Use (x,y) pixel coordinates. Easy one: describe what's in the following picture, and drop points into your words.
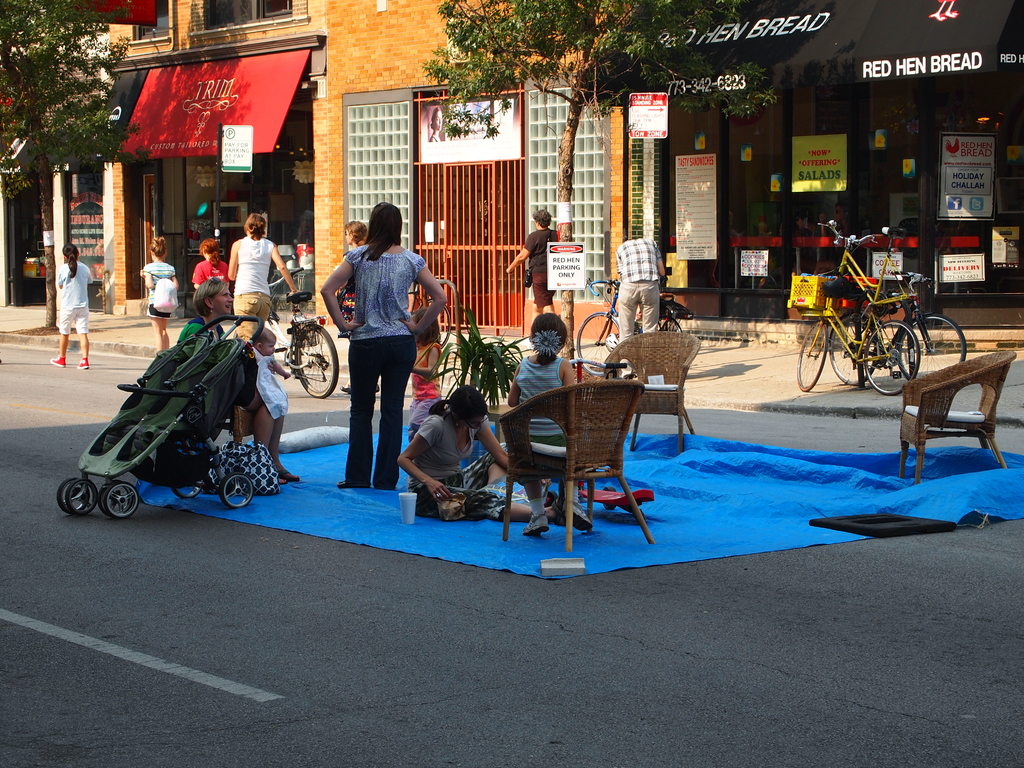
This is completely an outdoor picture. We can see few persons (480,410) sitting and standing on a blue cover (758,522) and we can see empty chairs (951,435) here. This is a wheel cart chair (224,378). We can see one woman (271,244) holding a bicycle (316,331) and few bicycles (881,319) here. and few persons (68,290) are walking on the road (745,588). Here we can see few stores (980,98) and there are trees (91,87) near to the store (984,239).
